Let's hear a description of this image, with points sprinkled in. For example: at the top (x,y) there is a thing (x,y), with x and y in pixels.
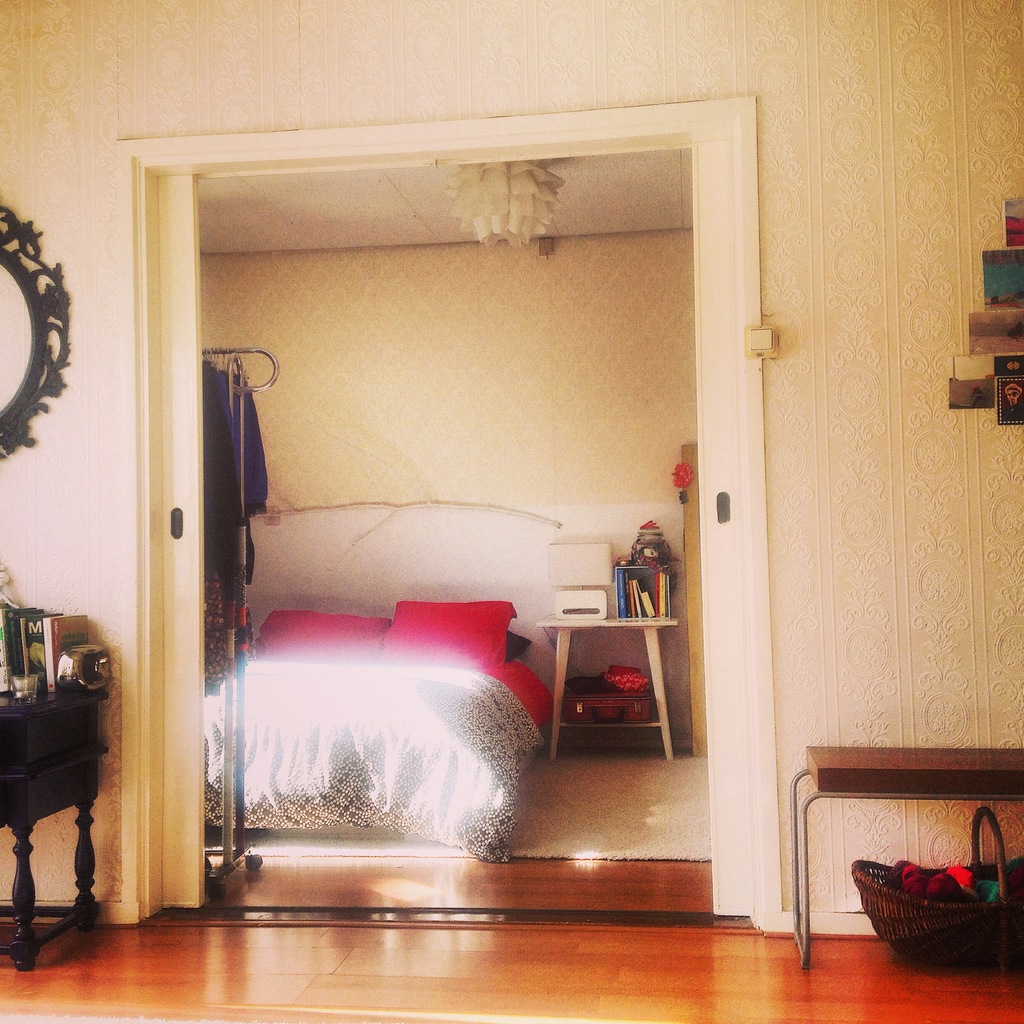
This picture describes about inside view of a room (454,866), on the right side of the image (921,922) we can see a basket (926,947), a table (849,781) and posters (988,341) on the wall (953,434), on the left side of the image (34,623) we can see few books (43,633) and a mirror (44,295), in the background (500,177) we can see light (473,183) and pillows (374,654) on the bed (428,731), beside the bed (428,731) we can see books (628,594) and other things (572,606) on the table (608,629).
